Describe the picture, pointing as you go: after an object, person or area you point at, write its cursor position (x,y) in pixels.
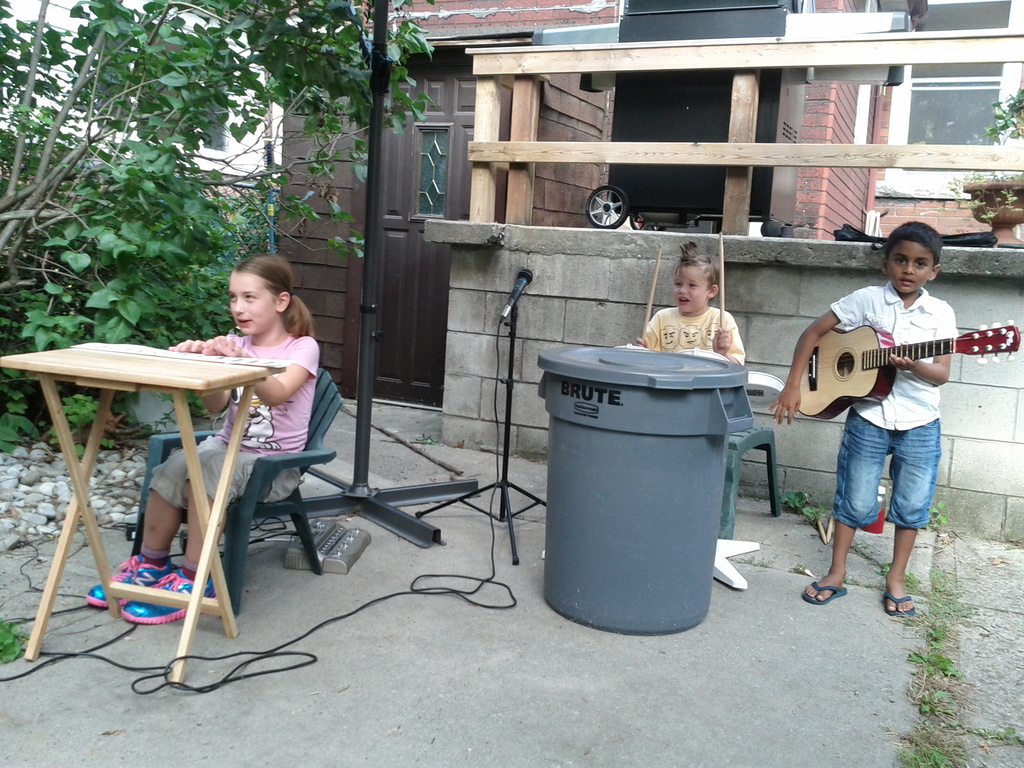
In this image there is a ground (429,638) and there is table (183,388) which is in yellow color and there is a drum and a girl (277,451) sitting on the chair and a boy (688,327) sitting behind the drum (640,482) and holding the sticks (722,328) and a boy (882,320) standing beside the drum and in the background (592,256) there is wall (825,266) made up of bricks (662,284) and above that there is a wooden beam (1000,153).
